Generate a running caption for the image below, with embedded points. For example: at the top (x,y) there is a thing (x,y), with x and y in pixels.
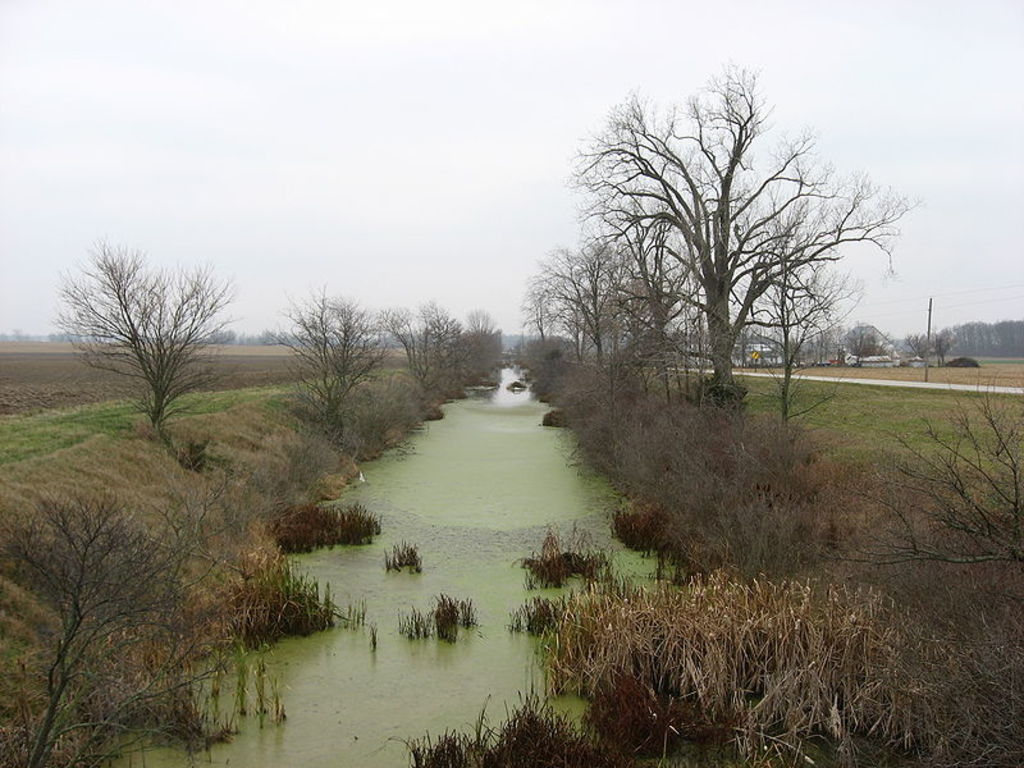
In this image I can see the water (493,486), few trees (343,444) on both sides of the water (485,474), some grass (823,435) on the ground (836,448), the road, few white colored objects (744,353) on the ground (763,369) and in the background (936,339) I can see few trees (963,339) and the sky (350,204).
